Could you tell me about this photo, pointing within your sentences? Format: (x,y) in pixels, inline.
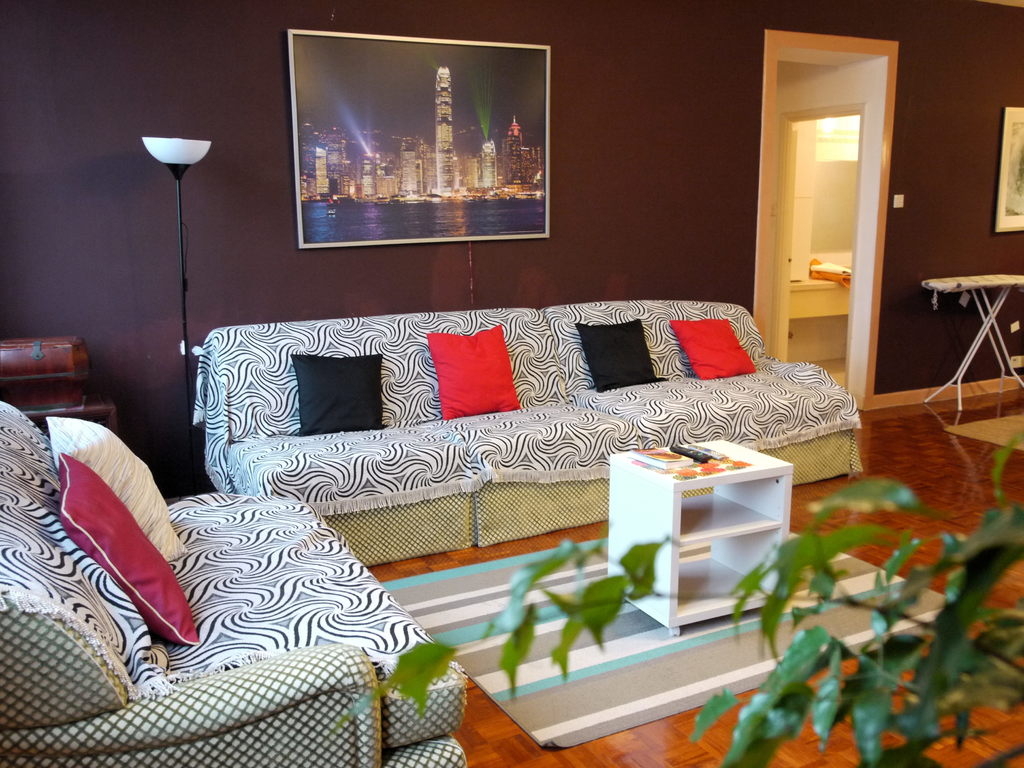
In this image i can see there are two sofa (583,378) and some cushions (644,376) on it. Behind the sofa (428,419) we can see a wall (586,112) and a wallpaper (411,166) on it. On the right side of the image (783,288) we can see a door (826,264) and in front of the image we can see a plant (815,645). In front of the sofa (479,454) there is a table (659,511) with some objects (682,476) on it. On the floor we can see a mat (556,676) and on the left side of the image (171,168) we can see a lamp (176,196).
